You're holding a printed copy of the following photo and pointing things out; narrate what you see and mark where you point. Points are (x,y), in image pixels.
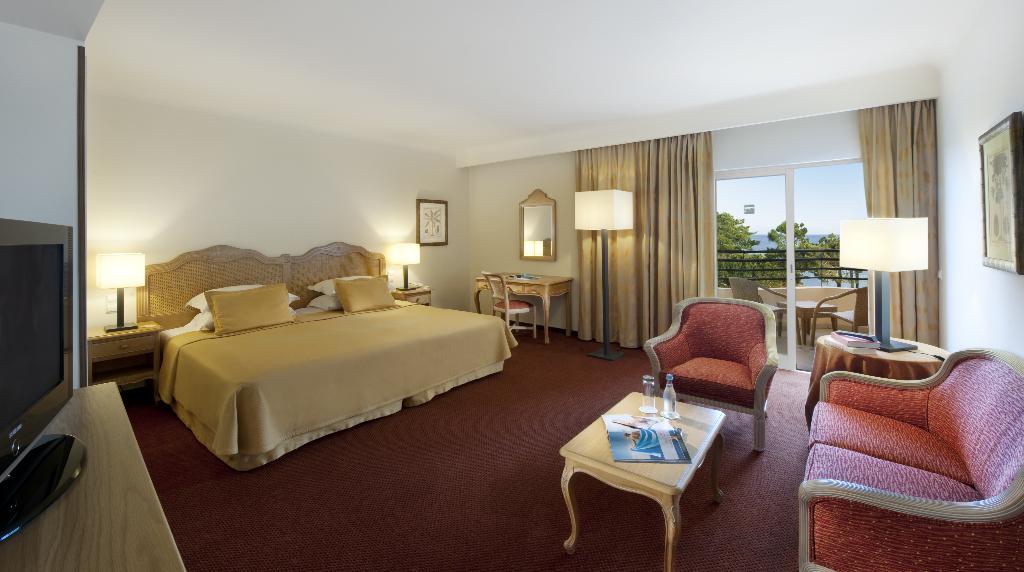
In this picture we can see a room (859,147) with bed (315,334) pillows (277,293) on it, television (60,268), chair (837,327), sofa (986,504), table (570,459) and on table (569,473) we can see book (663,432), glass (651,407), bottle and lamp (410,252) here we can see curtains (898,195) to the window (782,247) and from window (784,221) we can see trees (785,240), sky (757,200).
